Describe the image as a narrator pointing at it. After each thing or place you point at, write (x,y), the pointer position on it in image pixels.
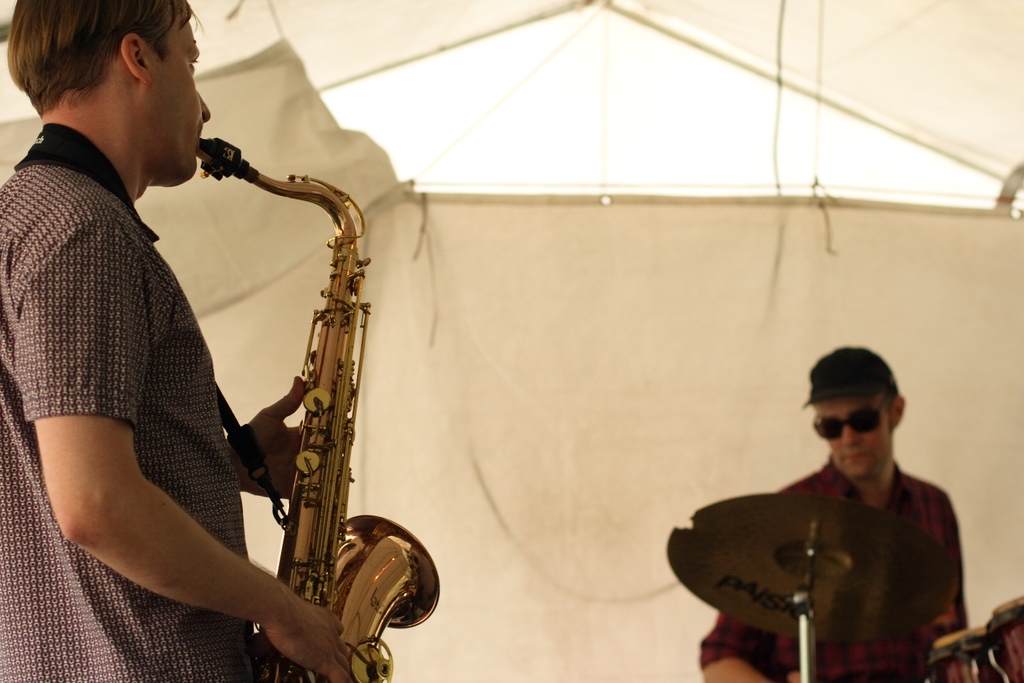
In the picture I can see two men (283,450) are playing musical instruments (767,615). The man (884,413) on the right side (893,493) is wearing a hat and black color shades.
